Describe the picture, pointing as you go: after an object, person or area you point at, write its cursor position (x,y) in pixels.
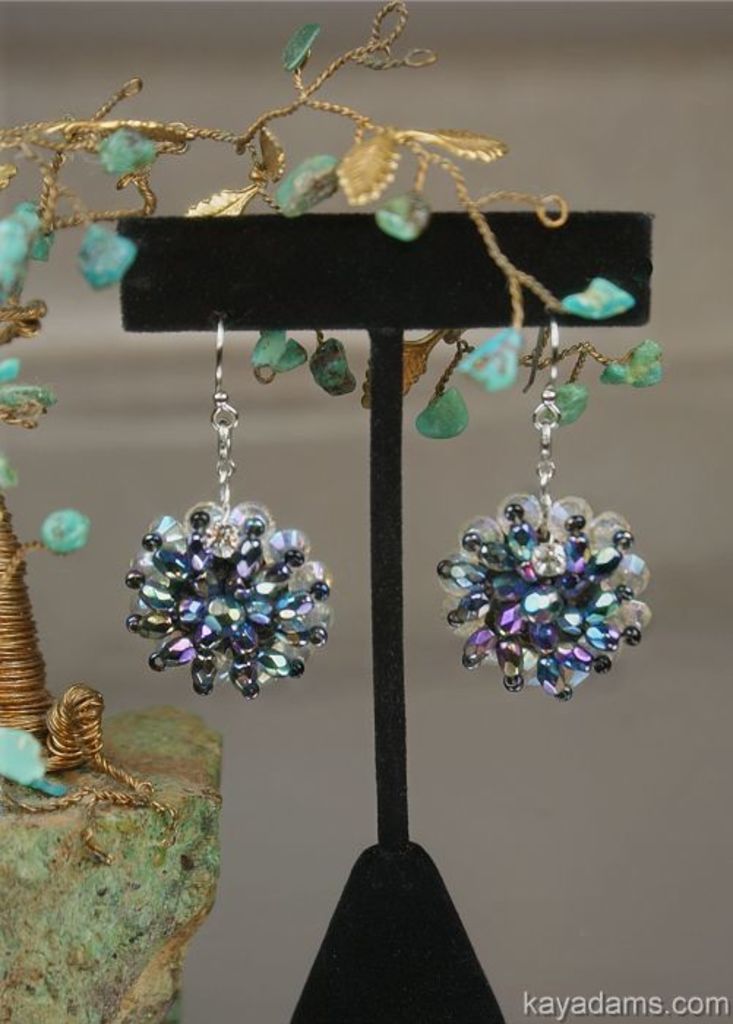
In this image I can see a black colour thing (159,324) and few earrings (261,606). I can also see few other stuffs (127,722) over here and I can see this image is little bit blurry from background (562,957).
